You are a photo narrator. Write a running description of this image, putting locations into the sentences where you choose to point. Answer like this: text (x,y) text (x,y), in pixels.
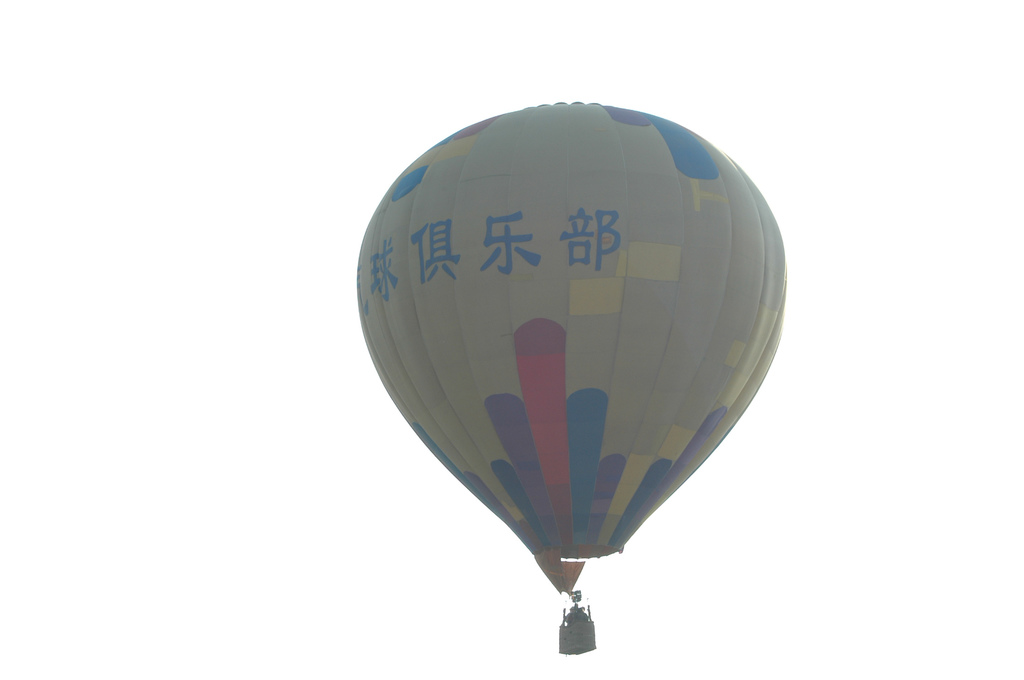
Here we can see a hot air balloon (633,221) in the air (741,603) and in the background (587,565) we can see the sky (331,29).
